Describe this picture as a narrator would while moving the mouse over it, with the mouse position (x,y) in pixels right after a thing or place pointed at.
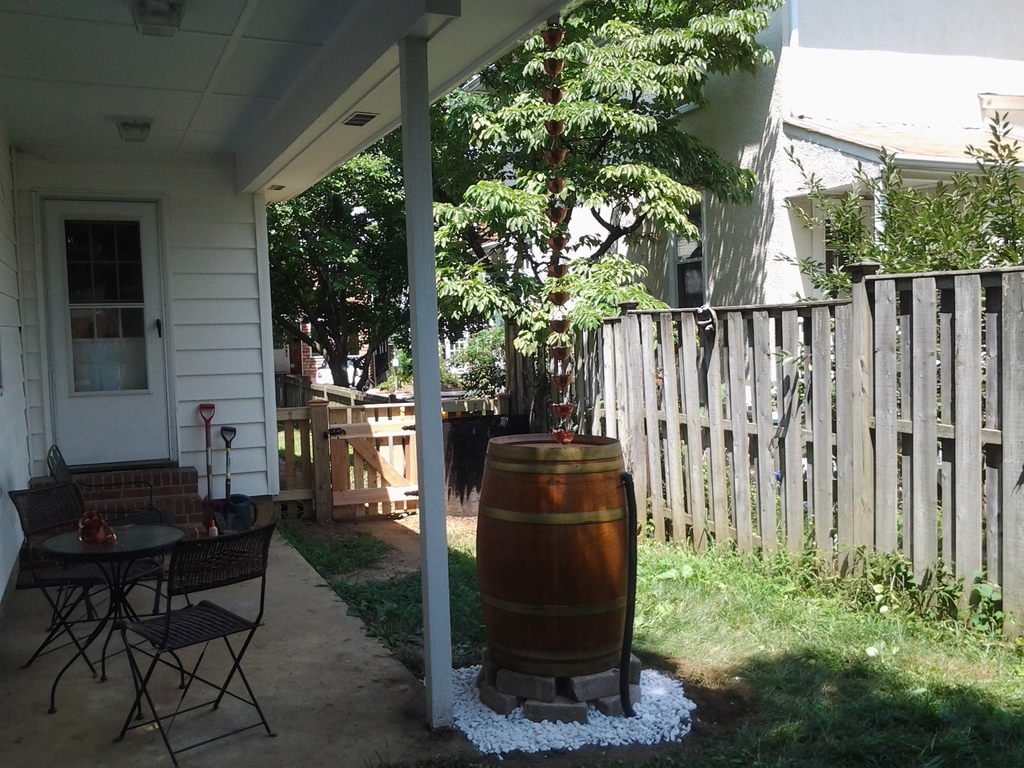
In this picture we can observe a barrel (533,575) placed on the ground (707,685). There is a table (116,528) and three chairs (24,512). We can observe white color door (135,319). On the right side (801,418) there is a wooden railing (753,386). We can observe some trees (577,149) and a building (764,163) which is in white color.
